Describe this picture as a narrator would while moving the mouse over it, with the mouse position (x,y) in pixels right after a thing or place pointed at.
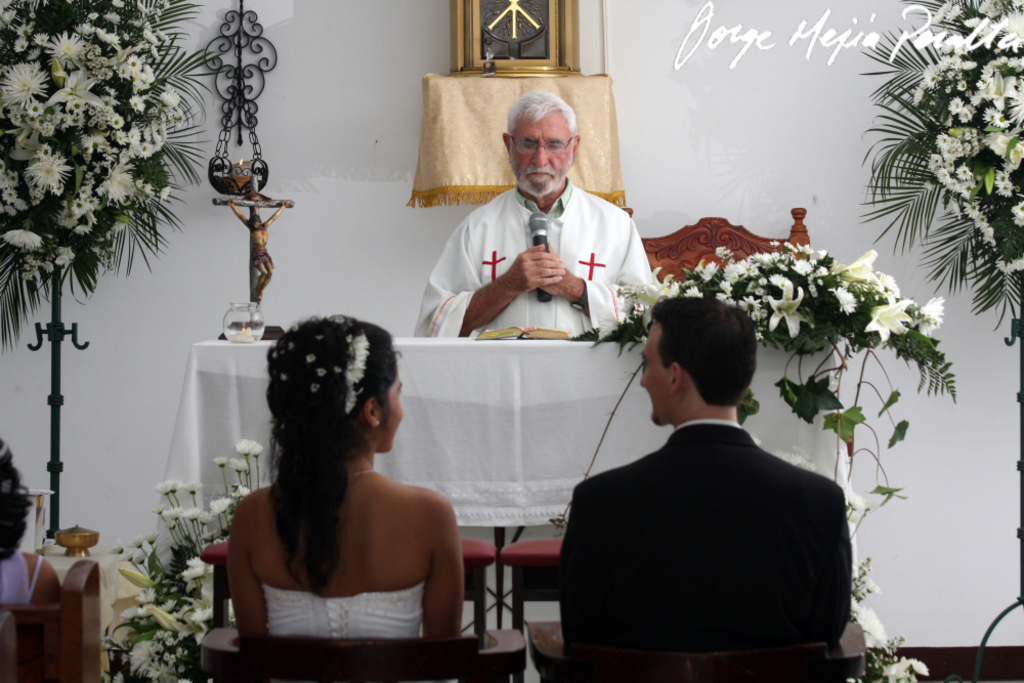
In the foreground of the image (603,568) there are people (776,580) sitting on chairs (737,660). In the background of the image (425,326) there is a person (511,221) wearing white color dress (562,251) and holding a mic (549,245). In front of him there is a table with white color cloth (512,398) on it. There are flowers (771,322). in the background of the image (757,88) there is a wall (738,72). To both sides of the image there are flower stands (1008,87). To the right side (697,19) top of the image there is some text (753,35).
